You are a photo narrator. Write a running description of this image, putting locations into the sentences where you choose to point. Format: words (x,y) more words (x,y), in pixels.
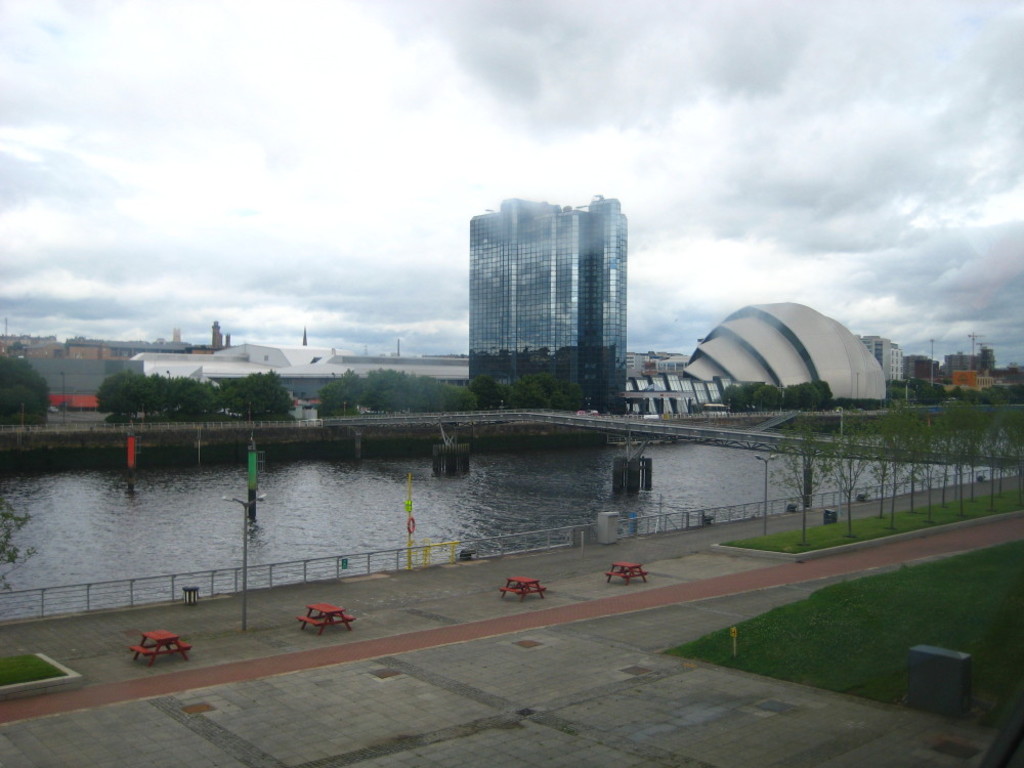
In this image I can see the tables (335,611) and chairs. To the side I can see the railing (281,580) and water (344,510). To the right (896,496) I can see the trees (850,495). In the background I can see many buildings (391,369), trees (359,385), clouds (272,189) and the sky (300,136).
